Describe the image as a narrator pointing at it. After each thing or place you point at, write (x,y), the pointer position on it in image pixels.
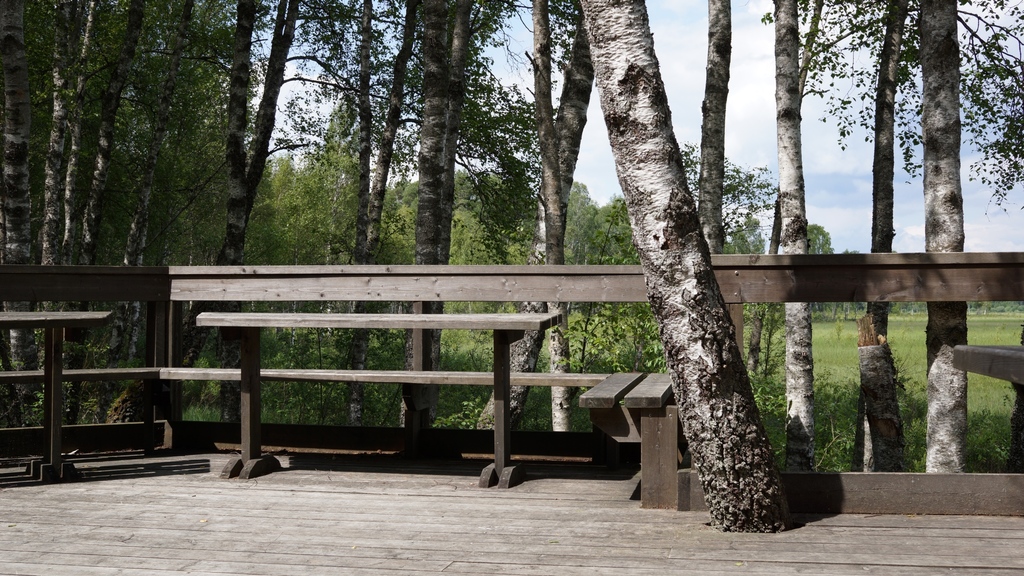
In this image we can see a wooden fencing (553,288) and wooden bench (485,379). Behind it so many trees (349,168) are present and the land (845,363) is full of grass (845,351). The sky (766,105) is blue with some clouds (754,97).
